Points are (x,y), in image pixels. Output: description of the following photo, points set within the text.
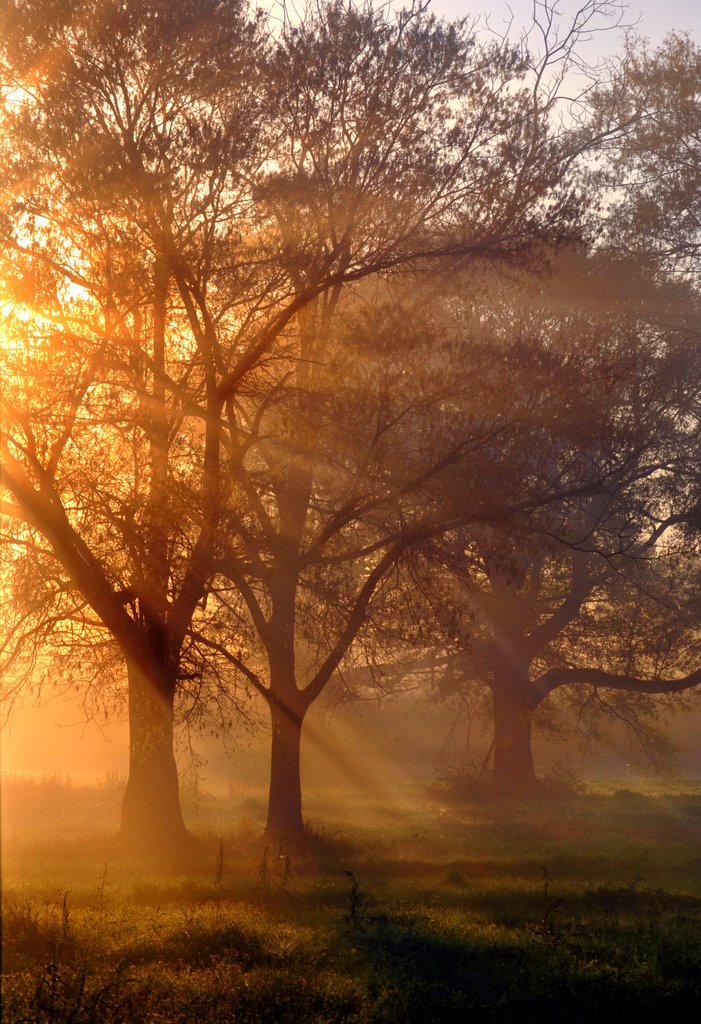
In this image I can see the grass (2,953) and many trees (291,450). In the background (553,89) I can see the sky (667,15).
